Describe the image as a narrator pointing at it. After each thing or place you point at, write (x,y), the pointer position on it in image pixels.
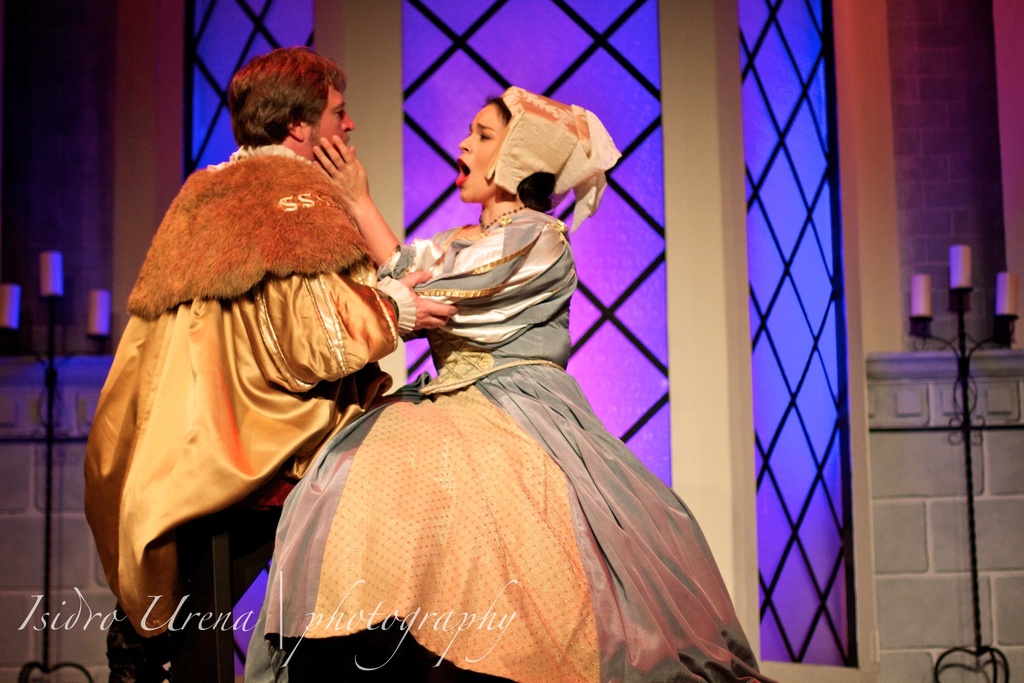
In this image, in the middle (399,255), we can see two people (368,297) man (348,259) and woman (547,366). On the right side (1012,296), we can see candles (955,283) which are placed on the black color pole (963,418). On the left side (57,361), we can also see candles (8,302) which are placed on a black color pole (48,383). In the background (575,101), we can see a glass window (761,112) and a wall (355,110).
